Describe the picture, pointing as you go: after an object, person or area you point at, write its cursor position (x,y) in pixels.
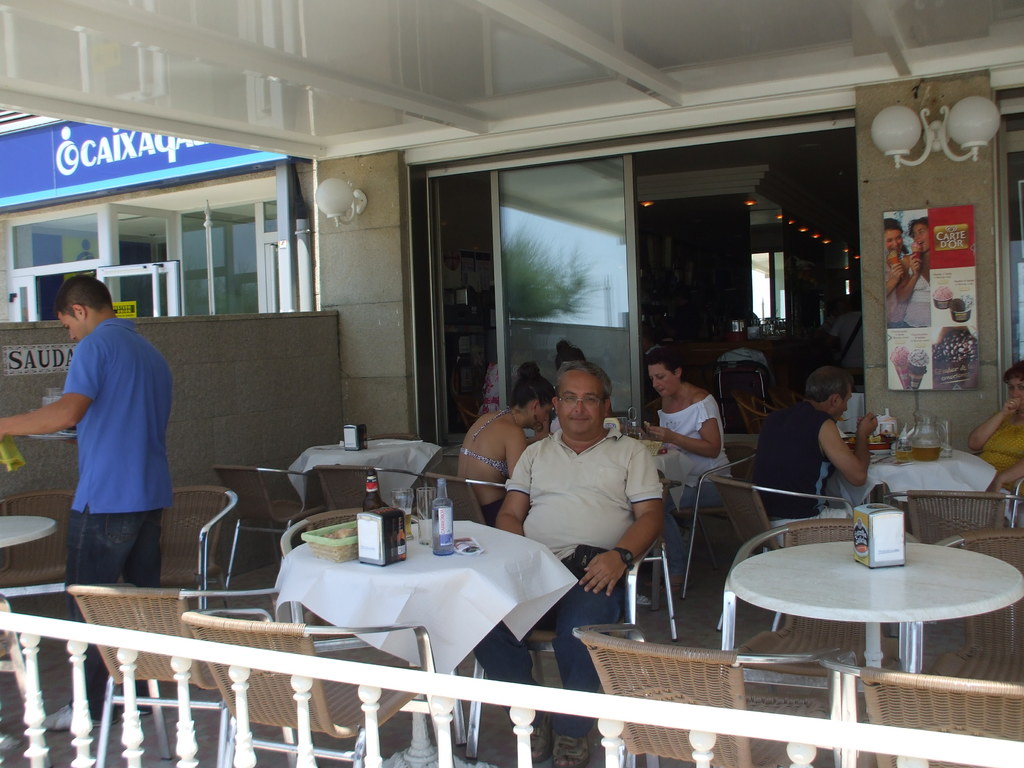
Few people (587,386) are sitting on the chairs (632,572) and having drinks (933,448).
